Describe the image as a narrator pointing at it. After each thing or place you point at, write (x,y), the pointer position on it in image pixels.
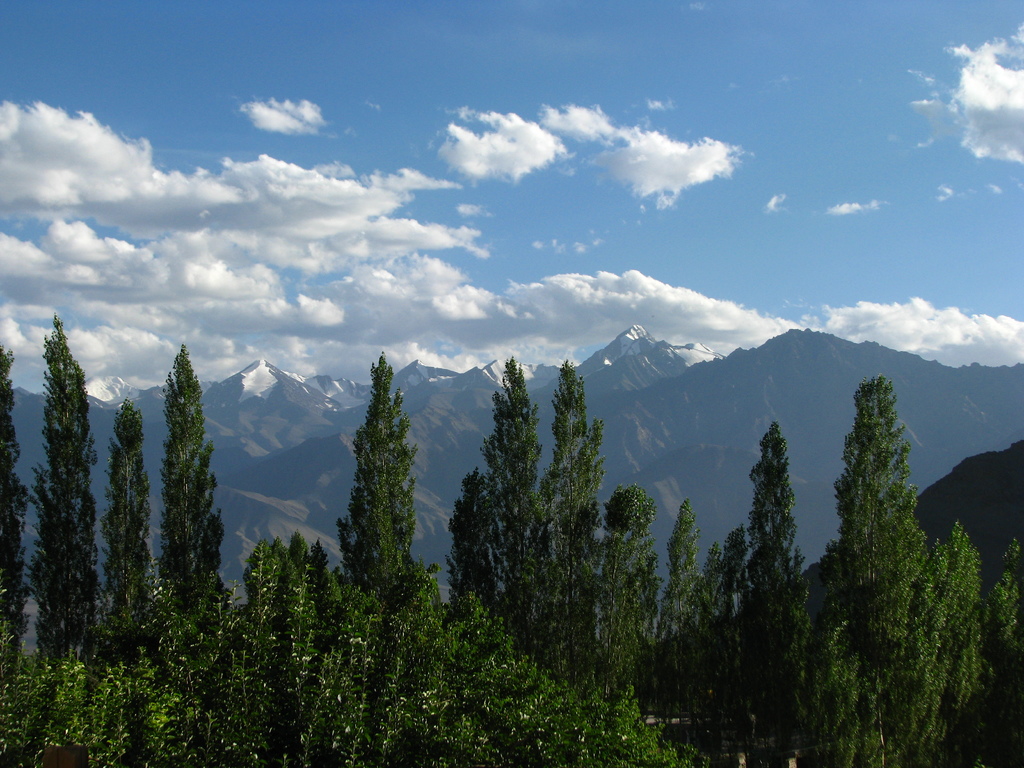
In the image there are trees (464,639) in the front (908,603) and behind there are hills (539,382) and above its sky (442,143) with clouds (426,278).
